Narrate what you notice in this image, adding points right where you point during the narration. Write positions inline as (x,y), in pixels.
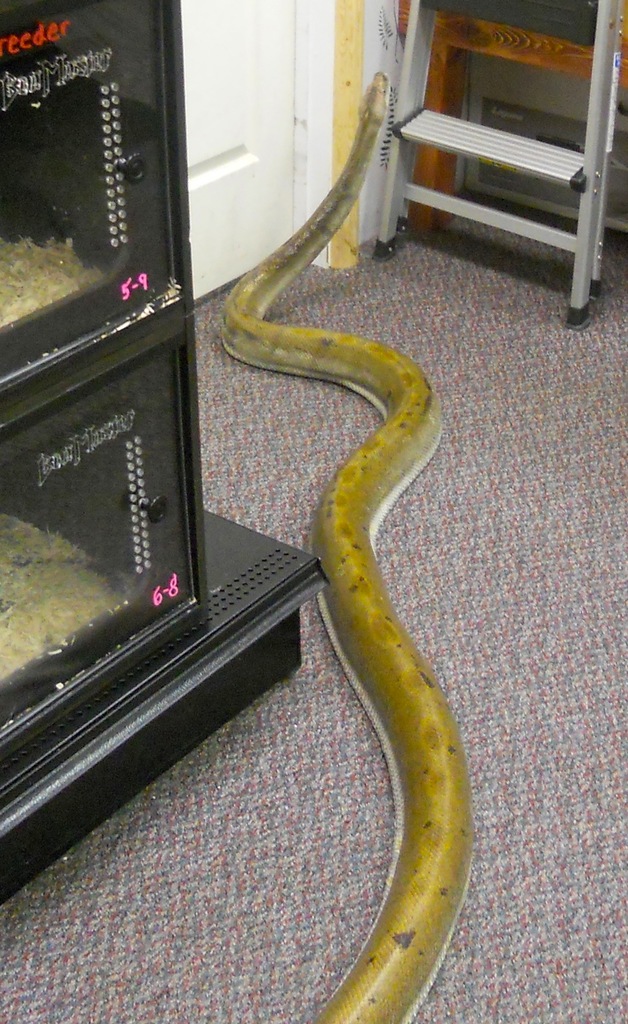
In this picture there is a snake (241,331) in the center of the image (367,680) and there is a door (246,142) and a ladder (438,10) at the top side of the image (223,32) and there are cupboards (147,413) on the left side of the image (187,461).
